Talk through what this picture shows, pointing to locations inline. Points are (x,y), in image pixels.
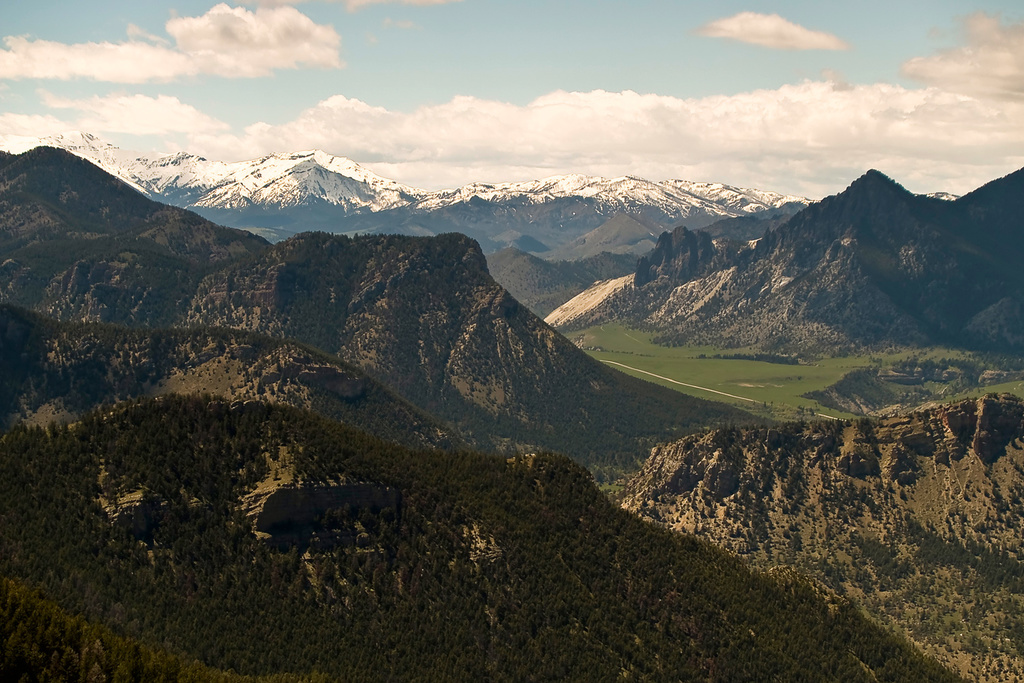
This is an outside view. In this image, I can see many trees (310,471) and mountains (483,255). At the top of the image (531,56) I can see the sky (600,79) and clouds (584,133).
